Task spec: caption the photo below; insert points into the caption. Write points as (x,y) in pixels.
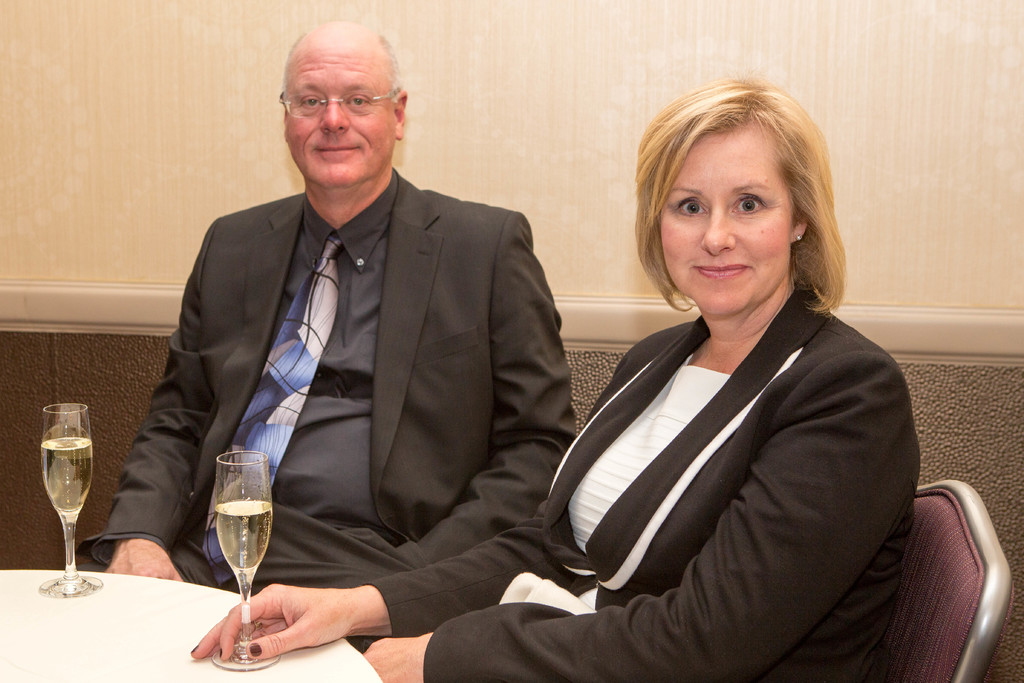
In this image I can see two people (626,357) are sitting on the chairs (939,555). And there is a table (145,604) in front of them. On the table (198,615) there are wine glasses (234,494). And these people (710,259) are wearing the blazers (455,391). To the back of them there is a wall (156,76).
